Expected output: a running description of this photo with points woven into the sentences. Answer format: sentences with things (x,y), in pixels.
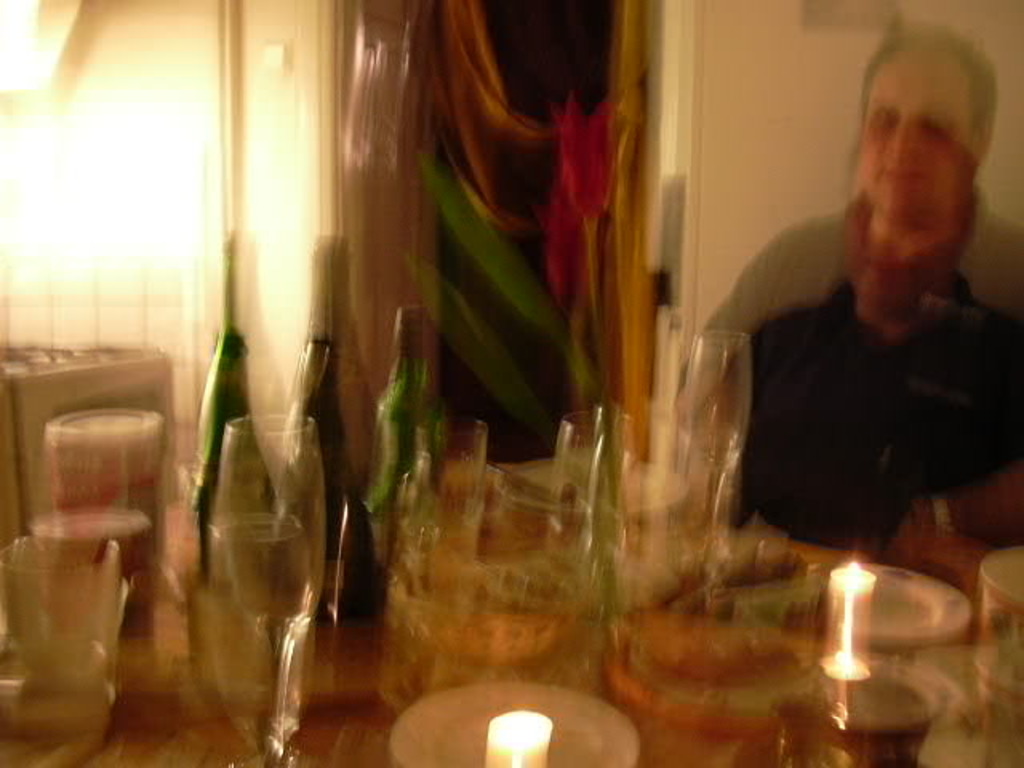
In the image there is a dining table (329,679) with wine glasses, bottles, bowls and candles (857,565) on it, over the right side (840,500) there is a man (886,431) sitting in front of it, in the back (1017,277) there is wall (69,81).
